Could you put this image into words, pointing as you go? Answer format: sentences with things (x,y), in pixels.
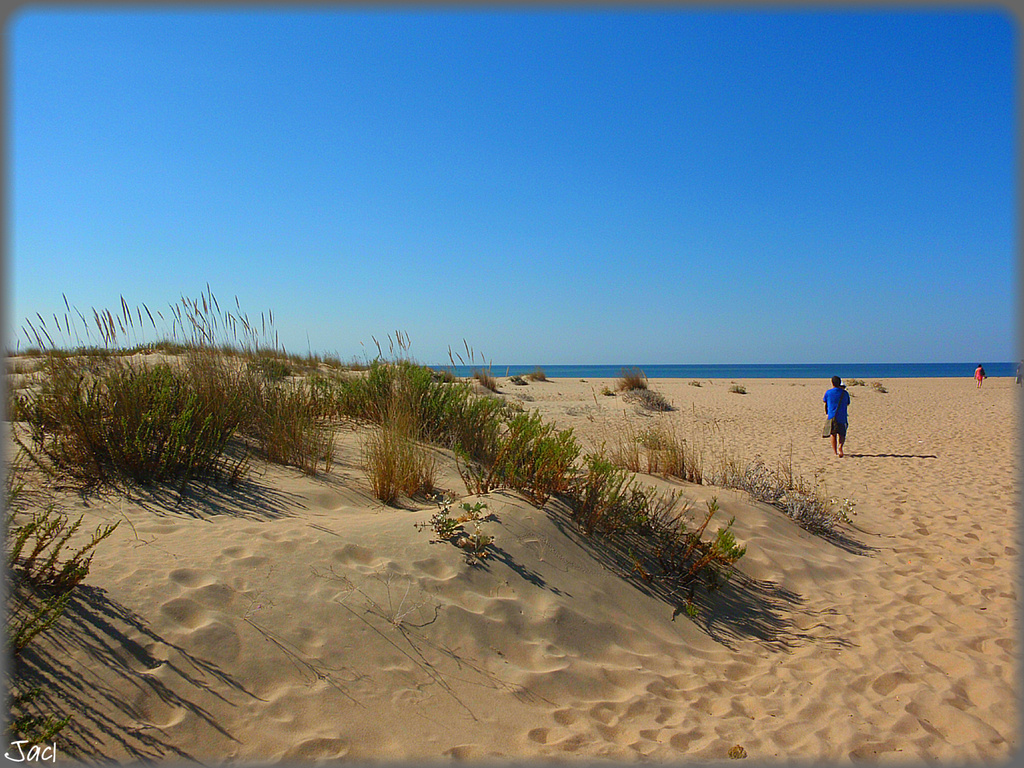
Here we can see grass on the sand (422,665) and on the right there are two persons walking on the sand (868,451). In the background (980,338) we can see water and sky (319,141).
